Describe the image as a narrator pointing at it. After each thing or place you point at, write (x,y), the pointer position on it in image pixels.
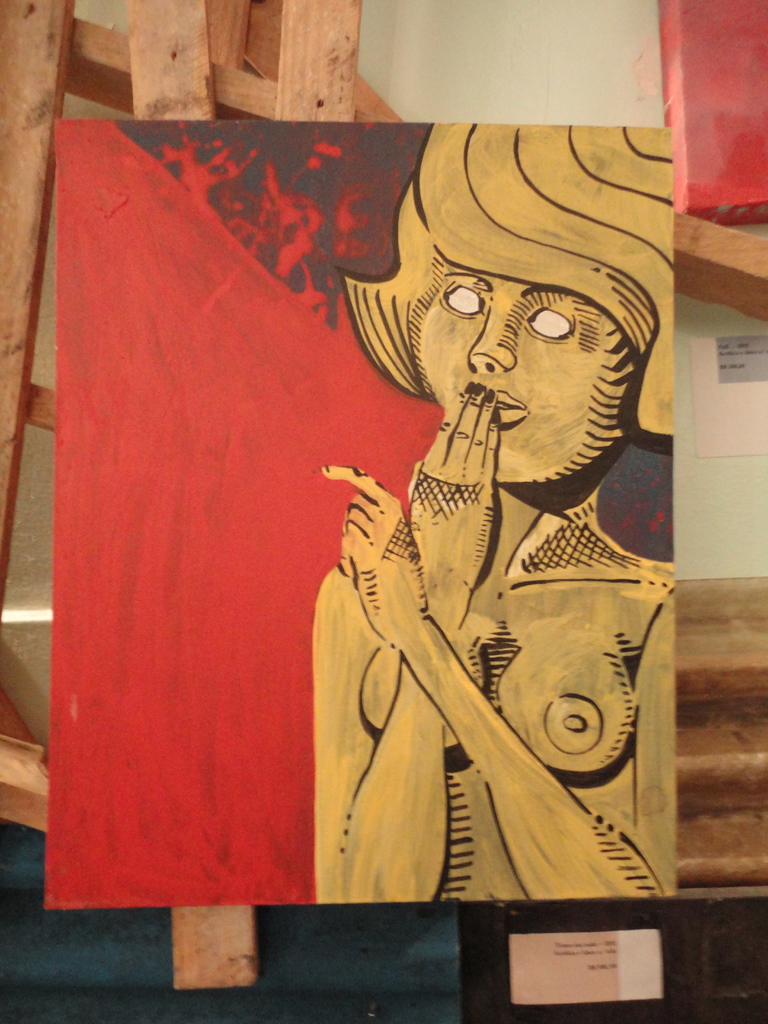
In this picture there is a board (377,789) in the foreground (446,770) and there is a picture (340,797) of a woman (412,720) on the board (349,513). At the back (240,87) there are wooden objects (173,64) and there is a poster (731,408) on the wall (718,320) and there is text (724,353) on the poster (706,353).
